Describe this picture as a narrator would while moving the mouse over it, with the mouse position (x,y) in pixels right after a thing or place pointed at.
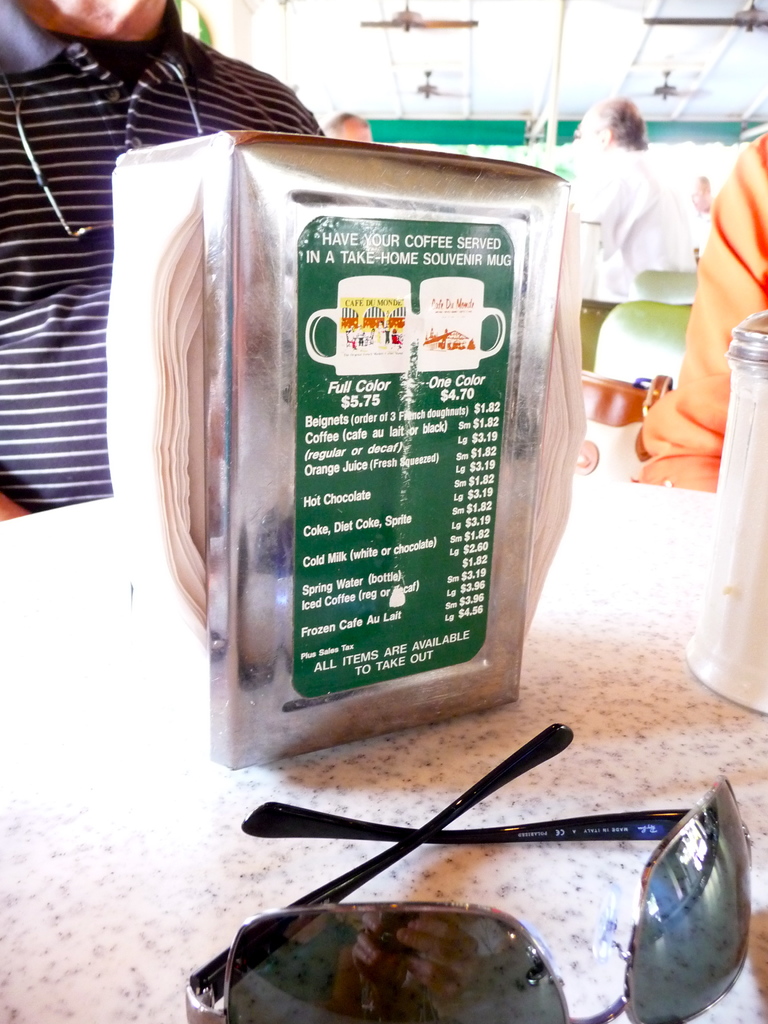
In this image in front (755,667) there are goggles (711,813) and a few other objects (337,549) on the table (170,750). Behind the table (141,746) there are two people (674,396) sitting on the chairs (652,315). Behind them there are a few other people (656,228). On top of the image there are fans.
